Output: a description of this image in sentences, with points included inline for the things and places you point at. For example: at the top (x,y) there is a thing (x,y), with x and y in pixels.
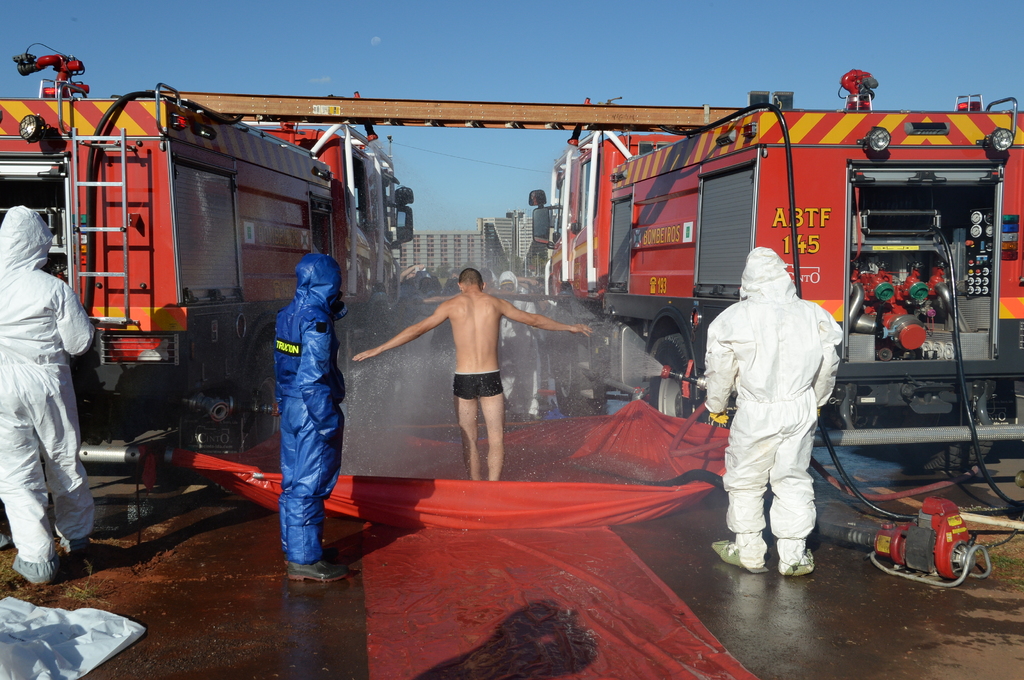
In front of the image there are three people (8,475) standing wearing protective suits (69,412), in front of them there is a person (496,462) standing on the cover (579,464) with water (520,413). In front of him there are a few other people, besides them there are fire engine trucks (255,241), on top of them there is a metal rod ladder (496,121). In the background of the image (452,243) there are buildings (443,251). On the surface (872,578) there is a cover (105,643) and some objects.
